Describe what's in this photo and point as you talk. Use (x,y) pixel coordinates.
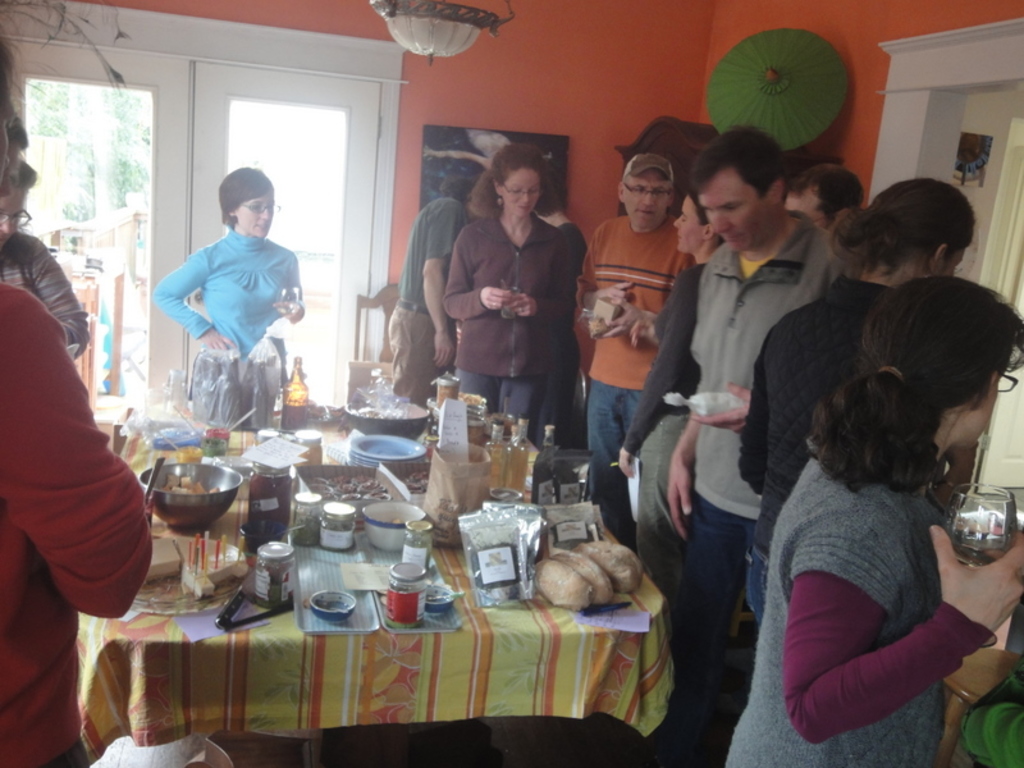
This picture is of inside. On the right (845,279) there are group of people (816,273) standing. In the center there is a table (473,605) on the top of which a utensil (188,495), bottles (292,395), jars (304,515), food items (574,569) are placed. In the background (338,48) there is a wall (474,54) and a window (325,125).
